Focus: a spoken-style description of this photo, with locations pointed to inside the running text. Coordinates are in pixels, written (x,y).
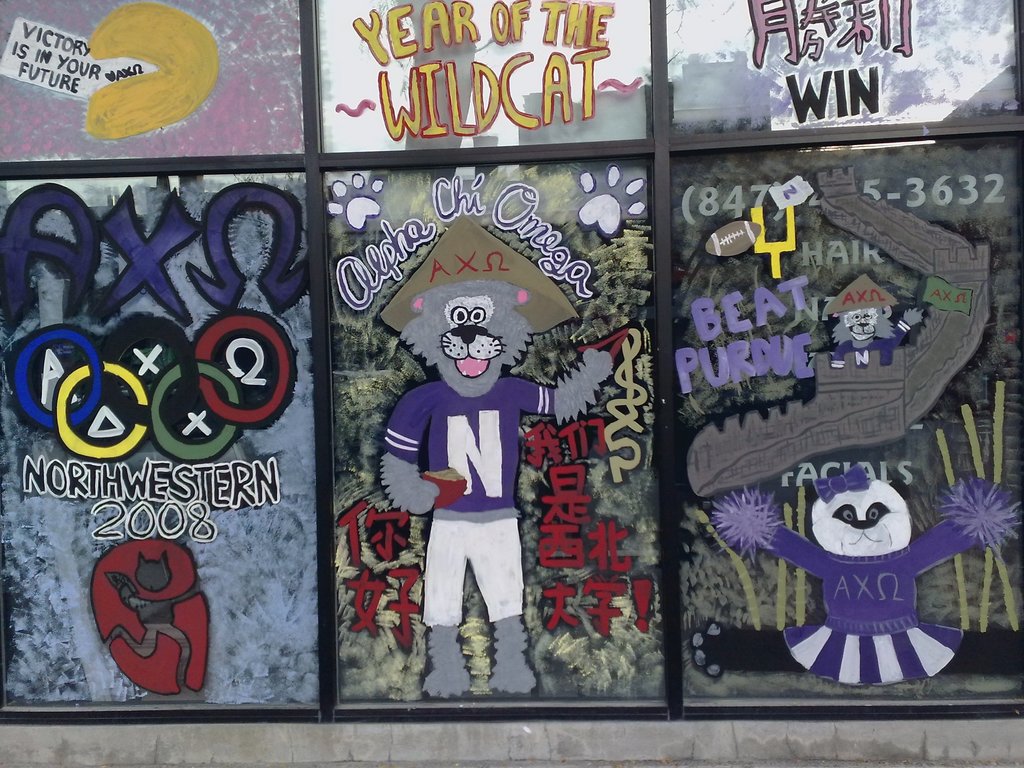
In this image I can see few glass windows (423,45). On the glasses (711,627) I can see few cartoon pictures (873,583) and I can see something written on the glasses (173,411) with multi color.
